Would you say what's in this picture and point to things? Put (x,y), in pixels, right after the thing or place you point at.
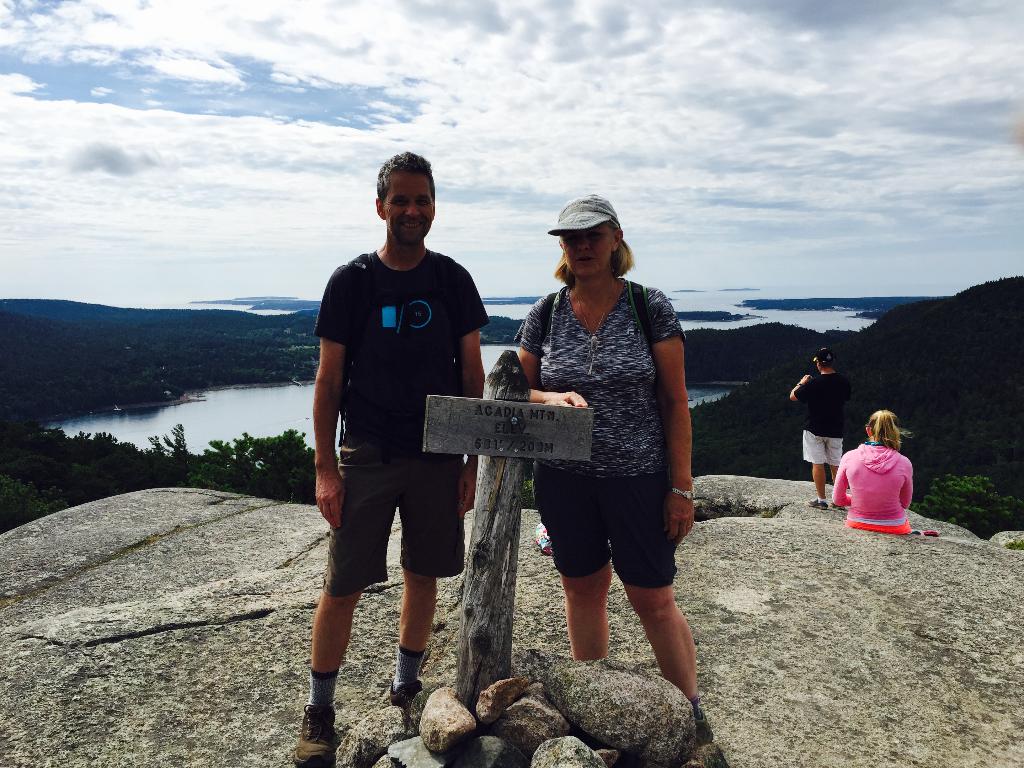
In this image there is a board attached to the pole (481,640), rocks (512,664), three people (368,474) standing, a person (899,434) sitting, and there are hills (1011,487), trees (251,451), water (226,416), sky (929,139).
